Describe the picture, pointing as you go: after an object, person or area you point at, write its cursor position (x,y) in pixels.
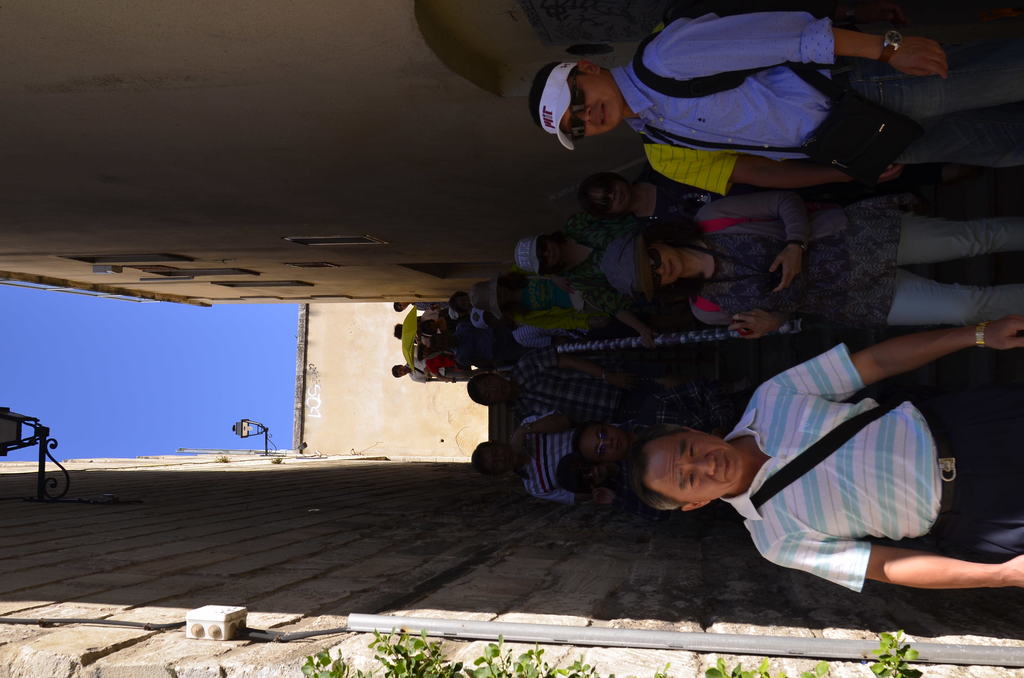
This is a tilted picture. In this picture we can see the wall (379,422), skylights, green leaves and few objects (403,621). In this picture we can see the people (779,40), stairs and a rod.
